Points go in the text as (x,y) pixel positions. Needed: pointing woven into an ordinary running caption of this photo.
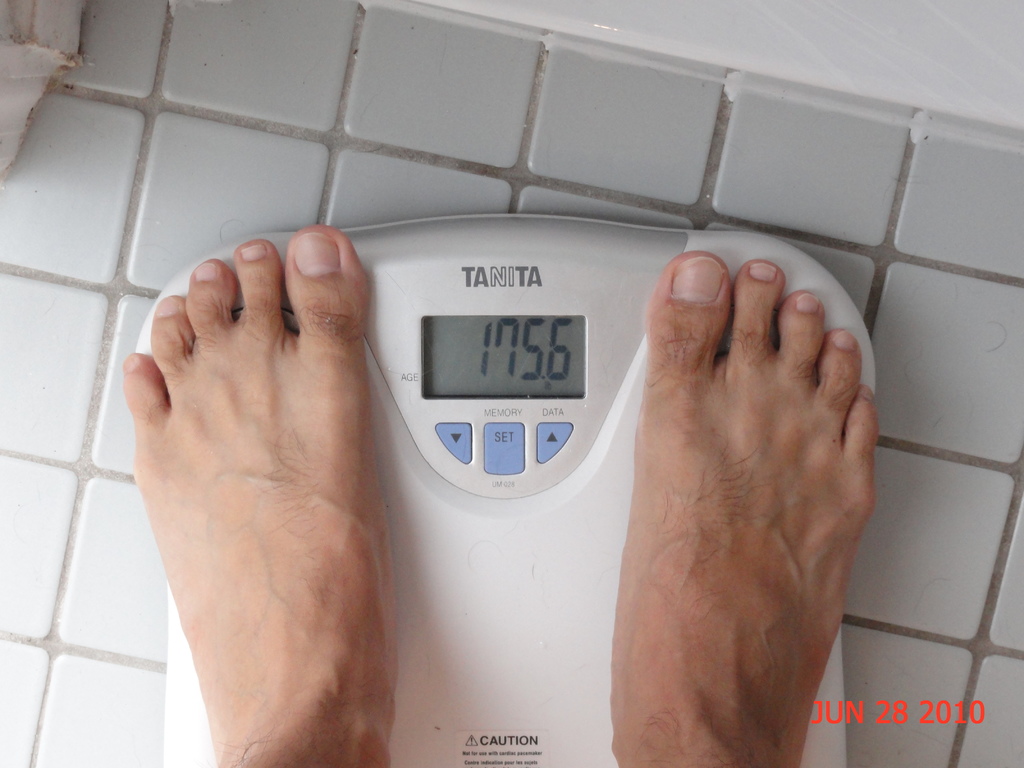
In the image I can see a weighing machine (515,466) on which there are the human legs (361,359) and also I can see a screen (549,347).
